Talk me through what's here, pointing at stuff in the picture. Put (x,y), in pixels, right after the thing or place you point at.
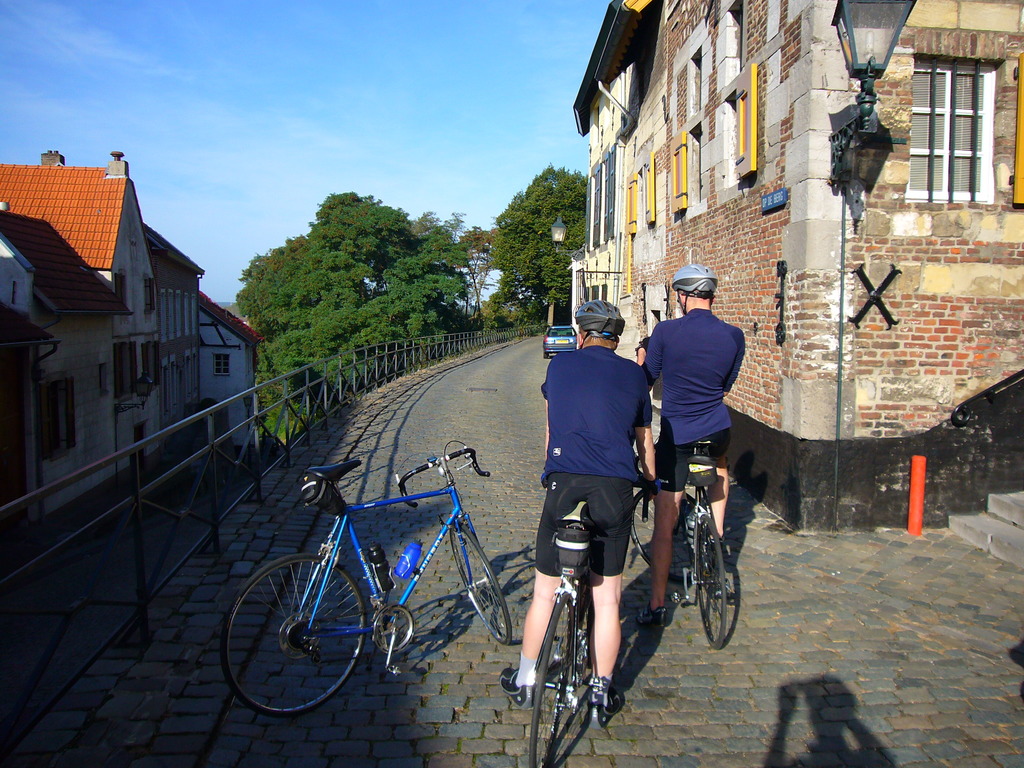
Here we can see 2 people (736,360) sitting on a bicycle (688,591) and beside them there is a bicycle (478,539) present and at the right side (694,231) we can see buildings (780,332) same as on left side (21,203) we can see a light post (874,27) and we can see number of trees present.
